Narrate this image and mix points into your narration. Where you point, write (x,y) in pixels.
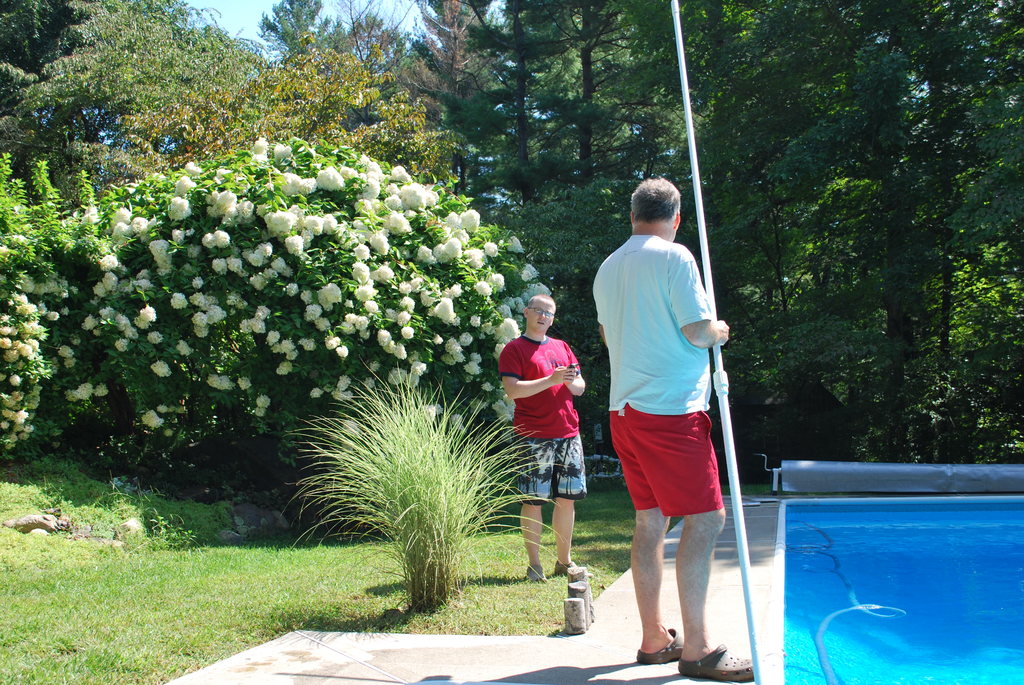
In this image we can see persons (549,322) standing on the ground (610,521) and one of them is holding a pole (718,344) in his hands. In the background (792,214) we can see trees (789,123), sky (229,3), bushes (319,233), shrubs (412,558), rocks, grass (289,592) and a pool (888,620).
